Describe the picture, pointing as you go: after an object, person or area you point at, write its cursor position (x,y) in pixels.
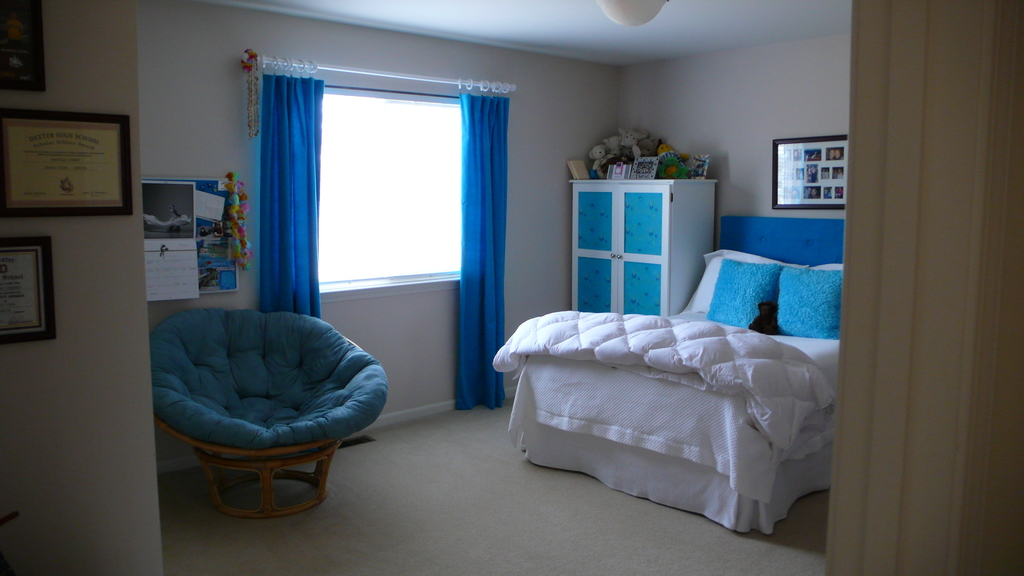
As we can see in a picture that, this is a room (393,296), bed (567,327), chair (246,397), window (364,194), curtain (297,169), cupboard (629,226), photo frame (799,178) and floor (498,494).
